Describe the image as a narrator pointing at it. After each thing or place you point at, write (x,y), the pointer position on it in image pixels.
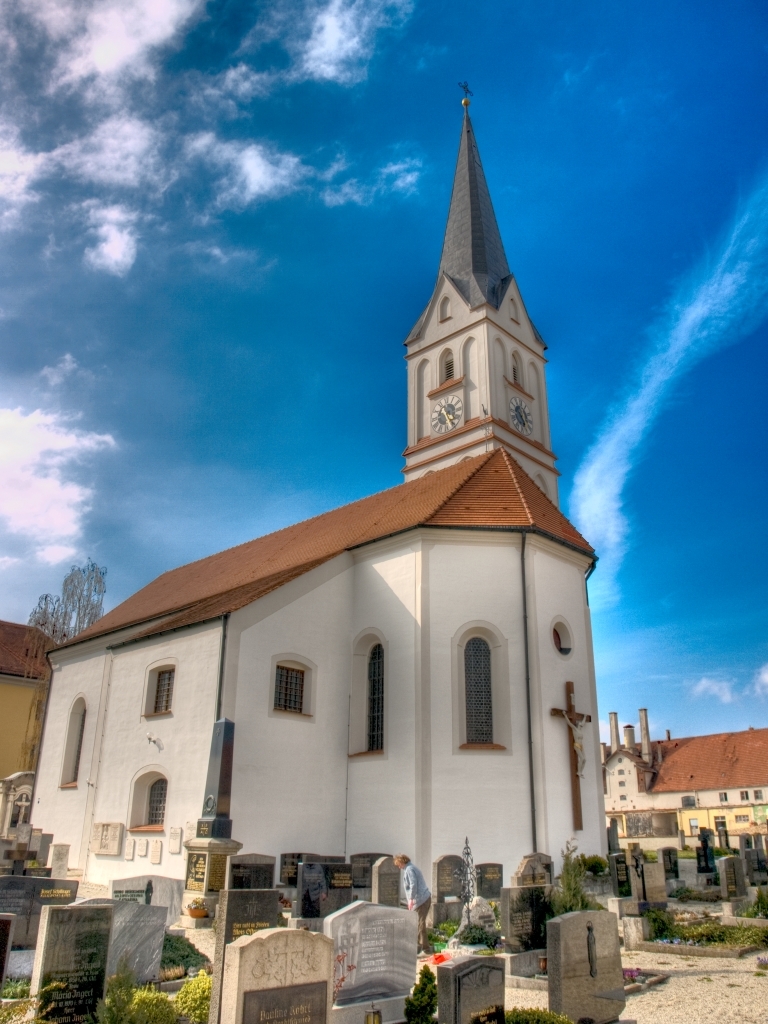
In this picture I see number of tombstones (297,935) in front (75,935) and I see few plants (417,1018). In the background (296,567) I see number of buildings (144,797) and I see the sky (380,232).
